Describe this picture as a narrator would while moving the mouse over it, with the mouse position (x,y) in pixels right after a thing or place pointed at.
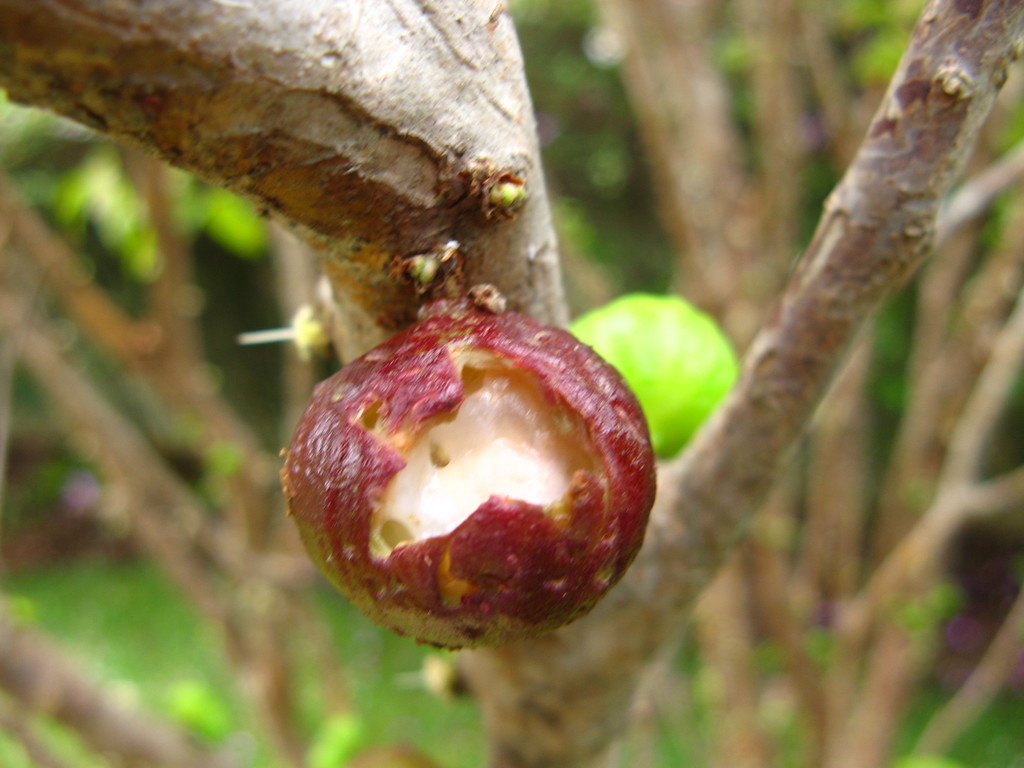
There is a tree (443,246) with a fruit (492,431) on it. In the background (823,560) it is blurred. Also we can see few trees (747,552).
